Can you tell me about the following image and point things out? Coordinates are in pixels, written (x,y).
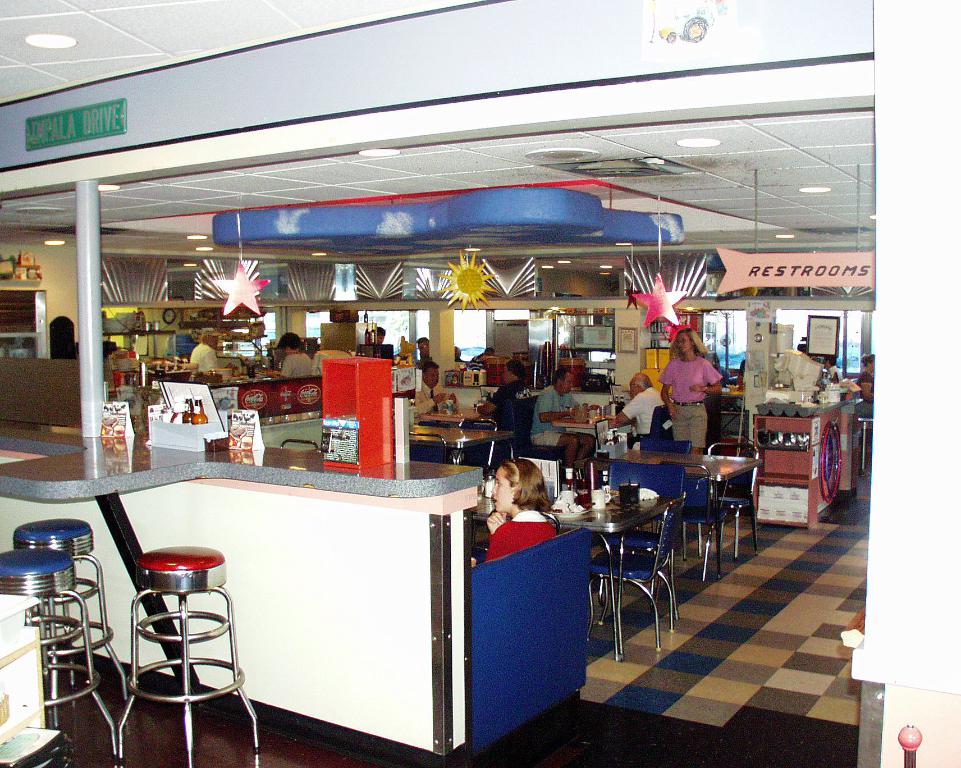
In this image I can see people (702,370) where few (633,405) are standing and few (520,391) are sitting on chairs (535,613). I can also see stools (188,583) and few decorations (400,277).
